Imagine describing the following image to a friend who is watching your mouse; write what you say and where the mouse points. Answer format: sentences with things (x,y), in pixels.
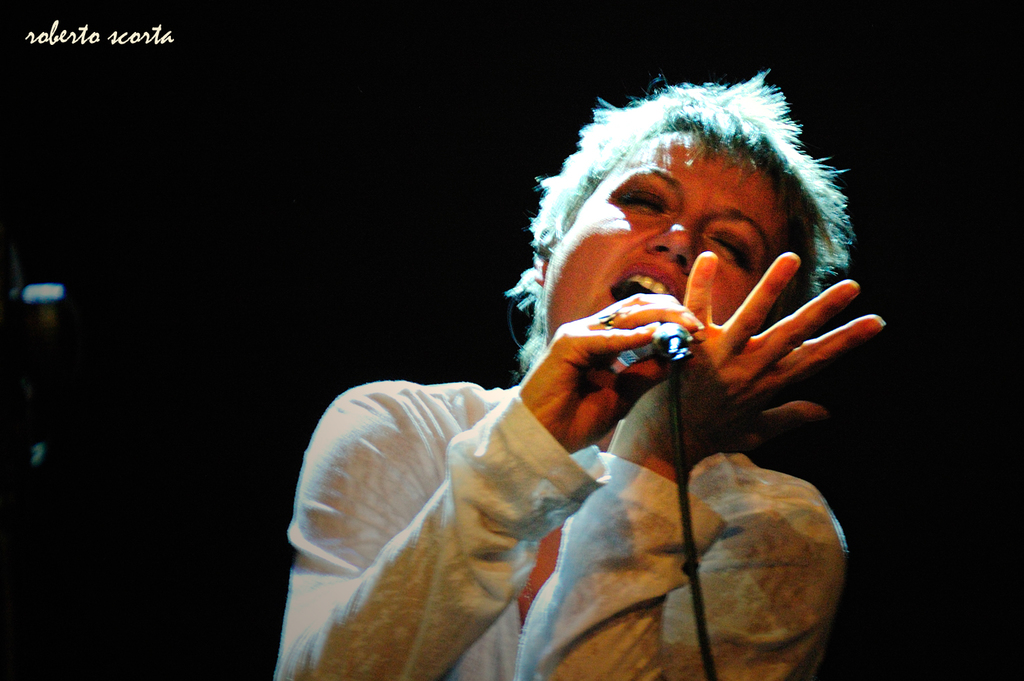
In this image we can see a lady (572,519) singing in a mic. At the top of the image (93,44) there is text (96,31). The background of the image (494,41) is black in color.
